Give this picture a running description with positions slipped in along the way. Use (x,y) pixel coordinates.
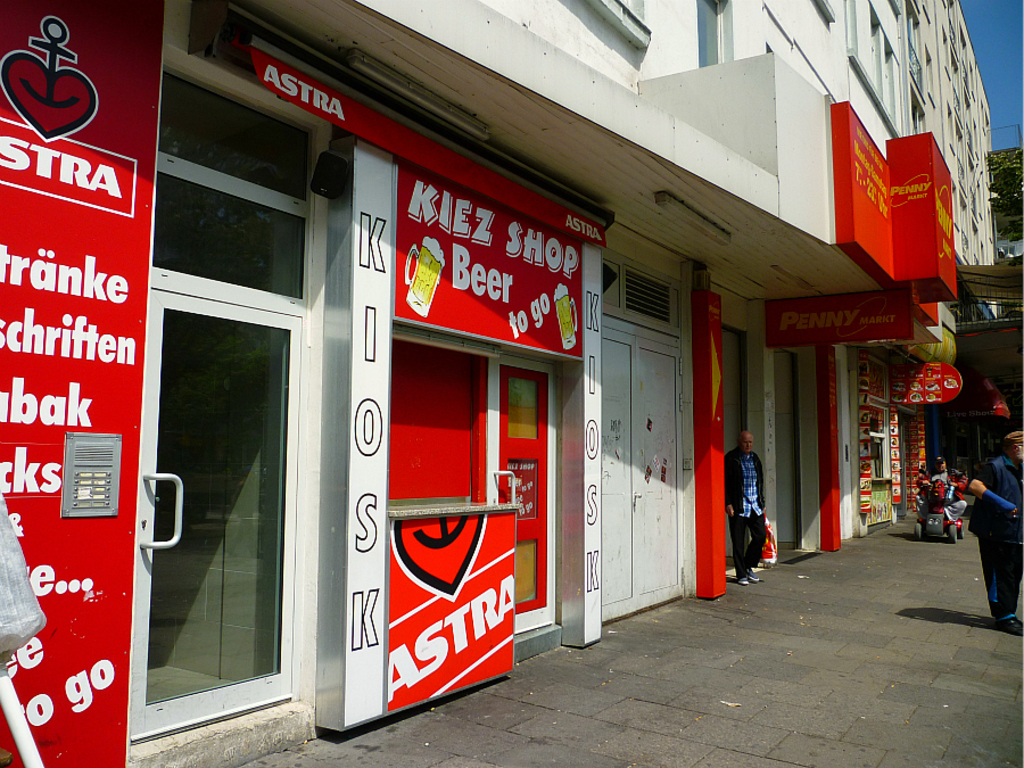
In this image we can see there are buildings (847,92) and stalls (564,298), in front of the building (707,460) there are two persons (990,543) standing and another person (941,475) sat in the vehicle (942,505).
